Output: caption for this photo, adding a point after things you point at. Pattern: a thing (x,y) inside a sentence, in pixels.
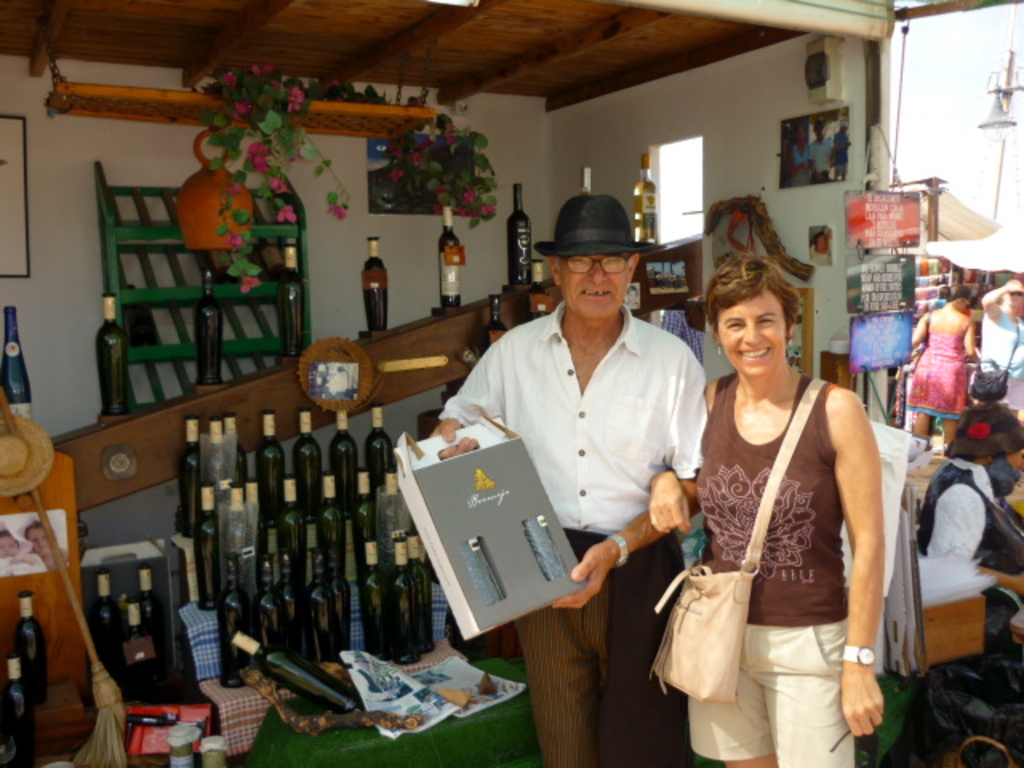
This picture shows a man (611,445) and woman (781,448) standing. We see woman (752,490) wore a handbag (780,470) and man (676,430) wore a hat (586,252) on his head (619,305) and spectacles (577,268) and he is holding a box (458,524) in his hand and we see a man (923,511) seated on the side and we see few people (948,317) are standing and we see couple of posters (385,179) on the wall (329,288) and we see wine bottles (220,468).
